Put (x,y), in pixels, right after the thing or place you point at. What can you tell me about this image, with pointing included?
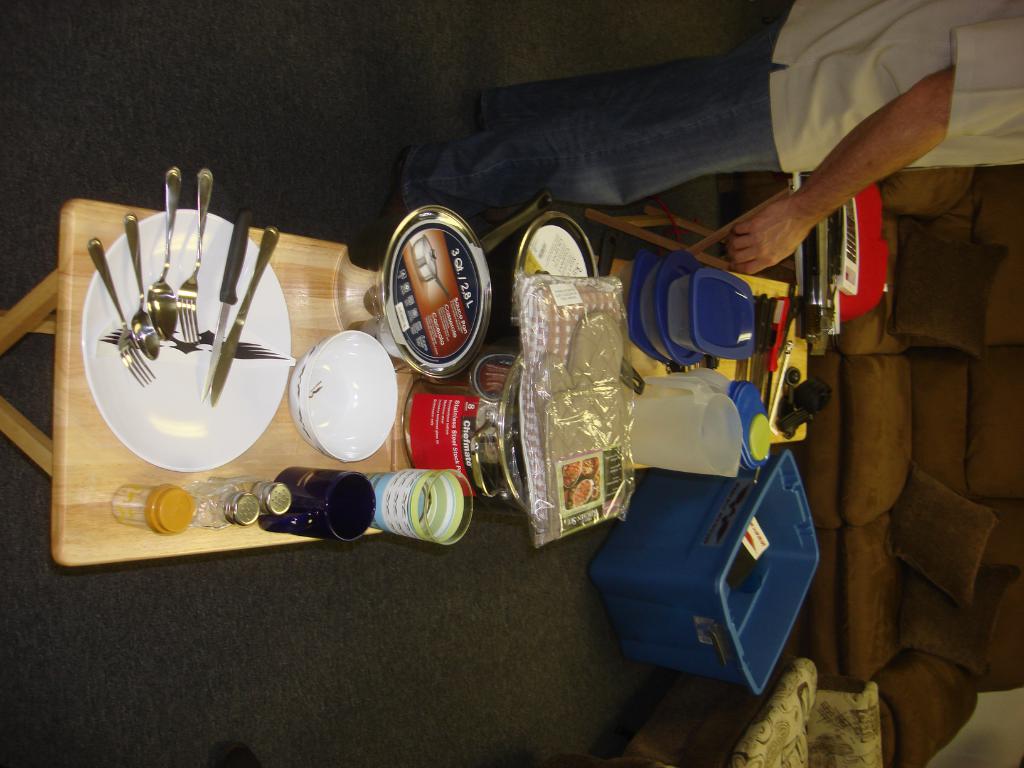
In this picture, we see a table (131,474) on which plate (134,406) containing spoons (156,315), forks (131,353) and knives (232,293) are placed. We even see cup (315,490), glass (415,521), glass jars (253,511), bowl (374,399) and vessels (437,406) are placed on the table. Beside that, we see a table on which plastic mug (702,414) and plastic boxes (655,332) are placed. Beside that, we see a blue color basket (687,598). The man (878,120) in the white shirt (810,64) is standing beside the table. In front of him, we see something in red color. On the right side (903,426), we see the sofa (893,489). At the bottom (433,682), we see the black carpet (353,663).
